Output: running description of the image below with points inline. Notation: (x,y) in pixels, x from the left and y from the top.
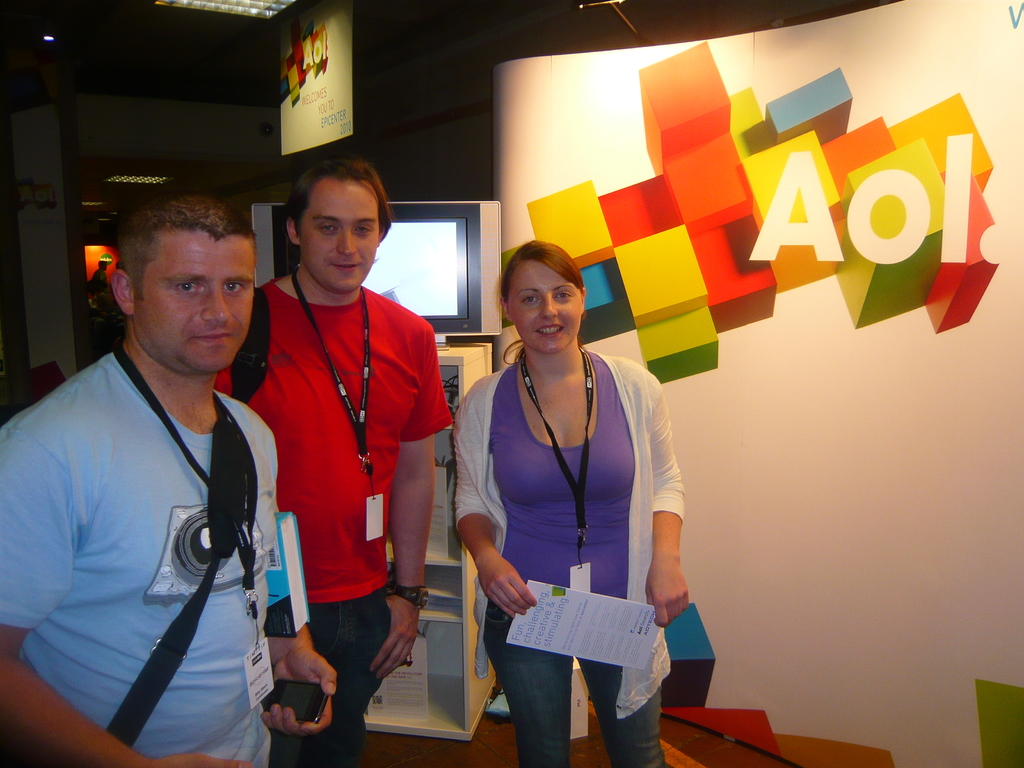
In this image on the left side (265,451) there are three persons (337,484) standing, and they are holding papers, mobile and books (297,611) and two of them are wearing bags (241,464). And in the background (391,289) there is a television (475,335), cupboard (454,364) and some boards (788,552), lights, wall (440,160). And some objects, at the top (179,27) there is ceiling (157,31) and lights (262,11). At the bottom (676,759) there is floor (590,736).
